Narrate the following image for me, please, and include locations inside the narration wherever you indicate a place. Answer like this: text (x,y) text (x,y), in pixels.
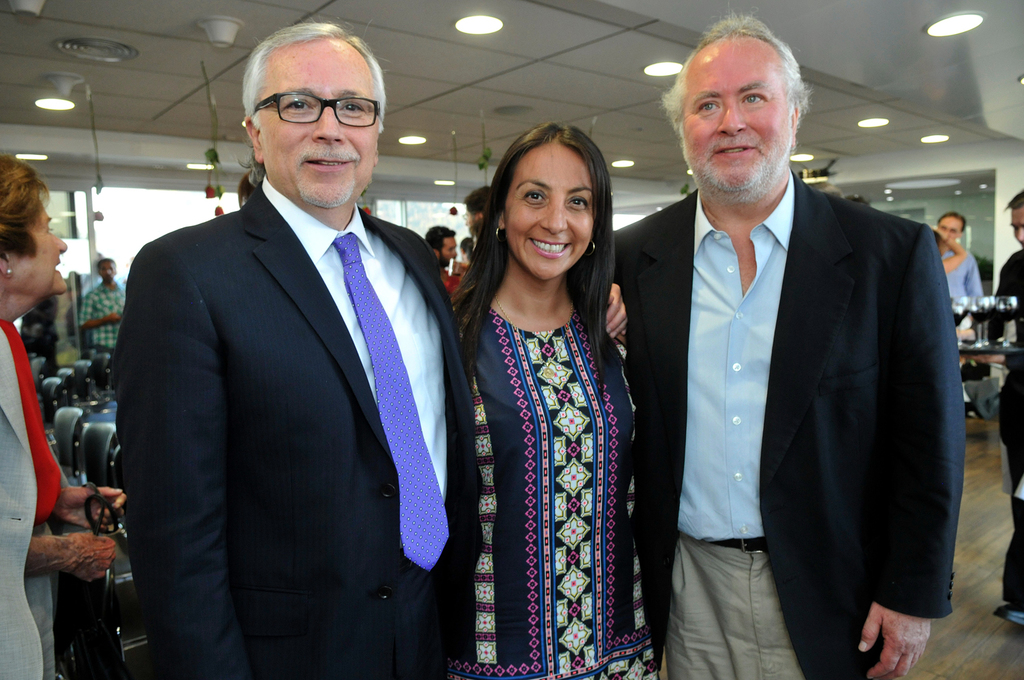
In the foreground of the picture (381,349) there are two men (803,347) in suits (810,329) and a woman (556,420) standing. On the left (34,494) there is a woman (41,430). In the center of the background there are people (471,212). At the top (507,50) there are lights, ribbons (215,111) and ceiling (569,102). On the right (1023,264) there is a person (1012,278) with glasses (987,308) and tray (966,342). On the left (90,392) there are chairs (90,392) and people (96,313).
